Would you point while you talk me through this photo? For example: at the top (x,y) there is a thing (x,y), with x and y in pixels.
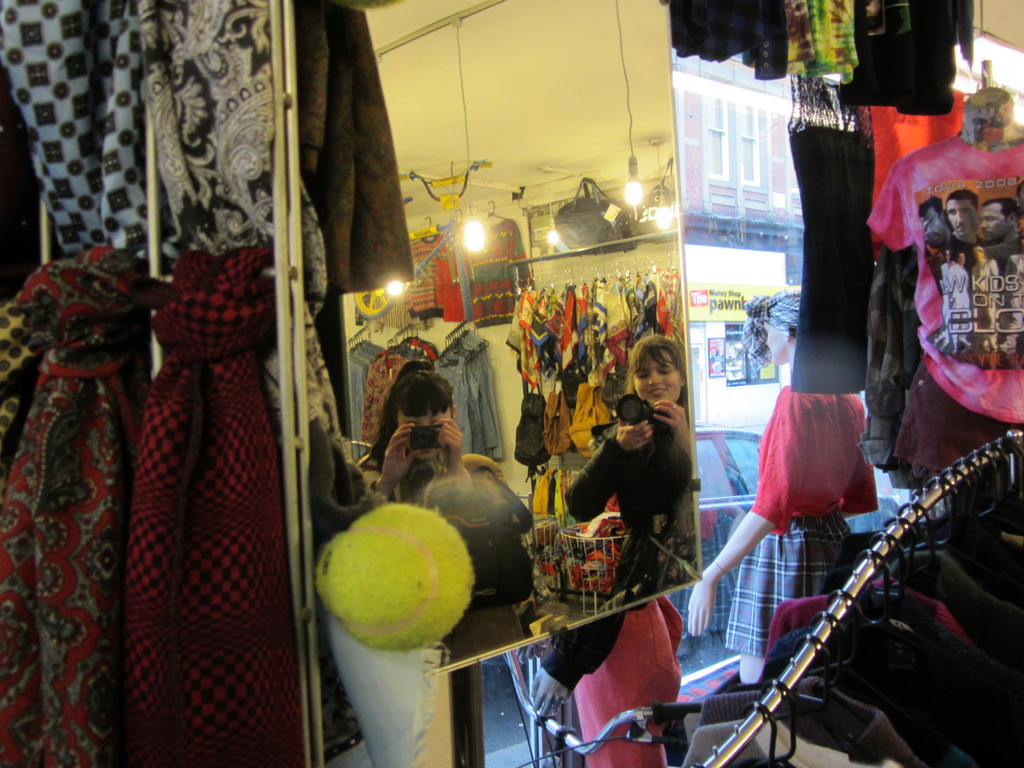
This image is taken in a garment store (450,390). In the store (508,309) we can see clothes (850,142) hanged to the hangers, mannequins (787,427) with clothes (749,629), trolley (568,563) with clothes (580,555), bicycle (462,186), motor vehicle (724,519), electric bulbs (625,189) hanging from the roof (454,64) and the reflection (625,440) of women (592,466) holding cameras (424,431) in the mirror (425,451).
